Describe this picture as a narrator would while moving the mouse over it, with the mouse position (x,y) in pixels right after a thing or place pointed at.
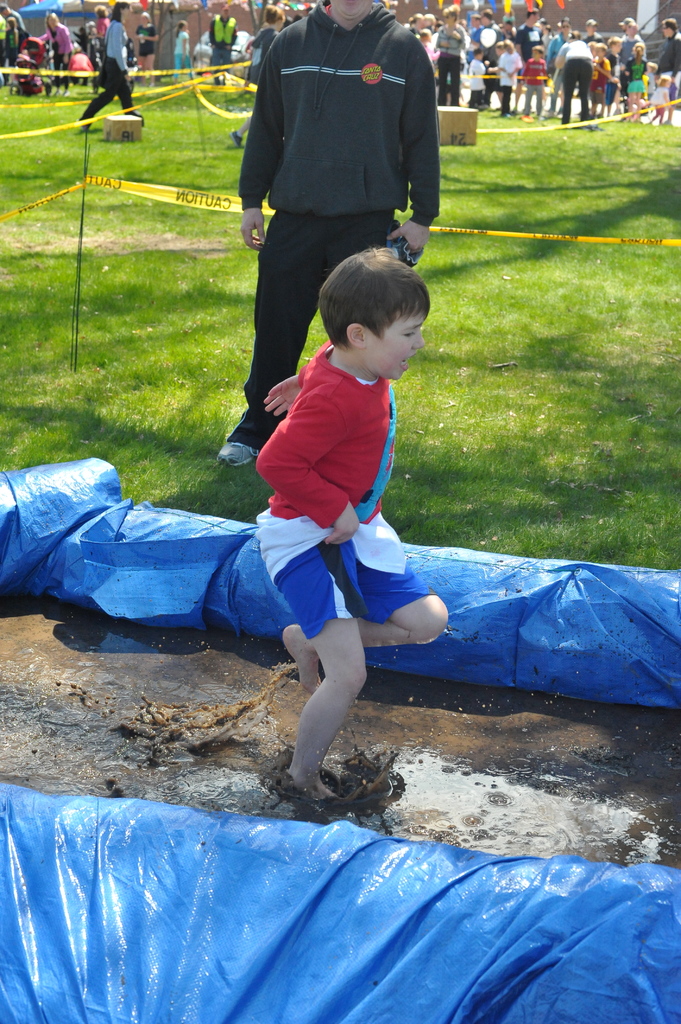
In this image we can see a boy (381,280) in the motion who is in the mud (374,775). Here we can see grass (435,435), people (300,58), plastic covers (230,552), and few objects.
